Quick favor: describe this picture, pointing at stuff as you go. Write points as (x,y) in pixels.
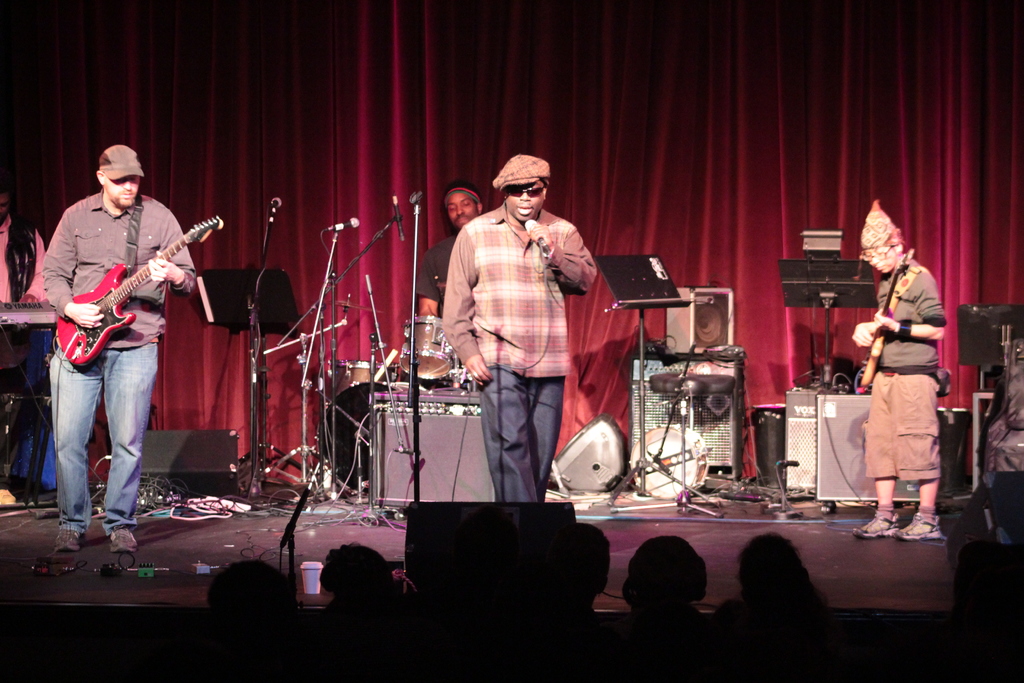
In this picture we can see five men (65,218) on stage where two are holding guitars (93,335) in their hands (82,317) and playing it and one is playing drums (409,348) and other man (39,275) is playing piano (18,305) and in middle (484,281) person (572,249) holding mic (529,222) and singing and in the background (381,118) we can see red color curtain (432,118) and in front (239,581) some people (581,599).
